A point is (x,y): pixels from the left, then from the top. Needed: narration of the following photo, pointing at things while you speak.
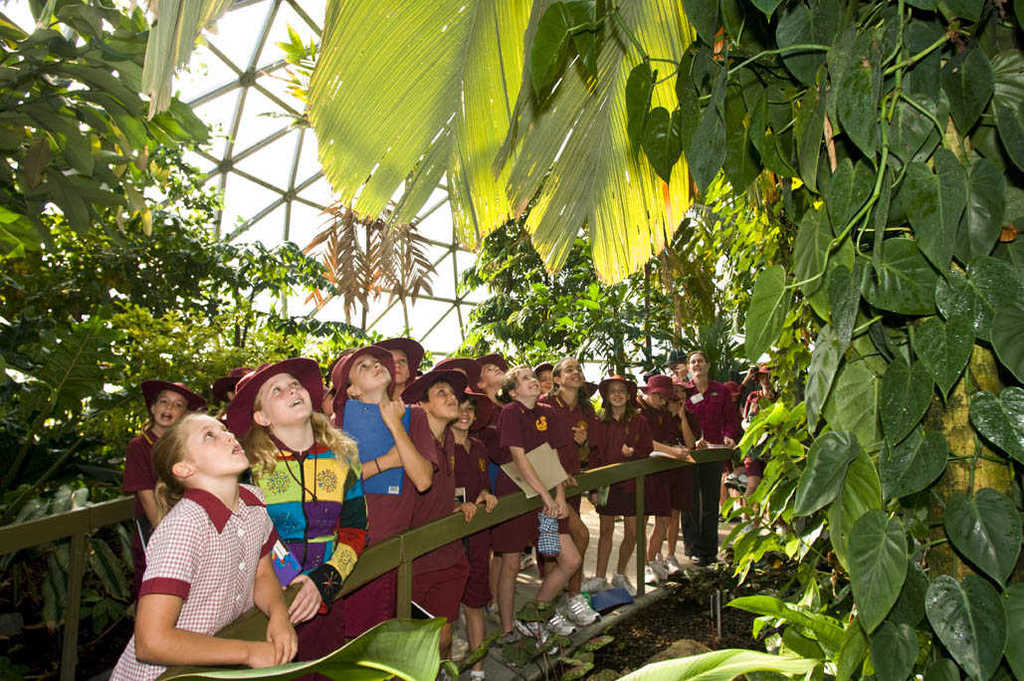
In this picture we can see a group of children (551,397) standing on a path (597,546) and smiling and some objects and in the background (153,263) we can see trees (819,101), rods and the sky (276,168).
